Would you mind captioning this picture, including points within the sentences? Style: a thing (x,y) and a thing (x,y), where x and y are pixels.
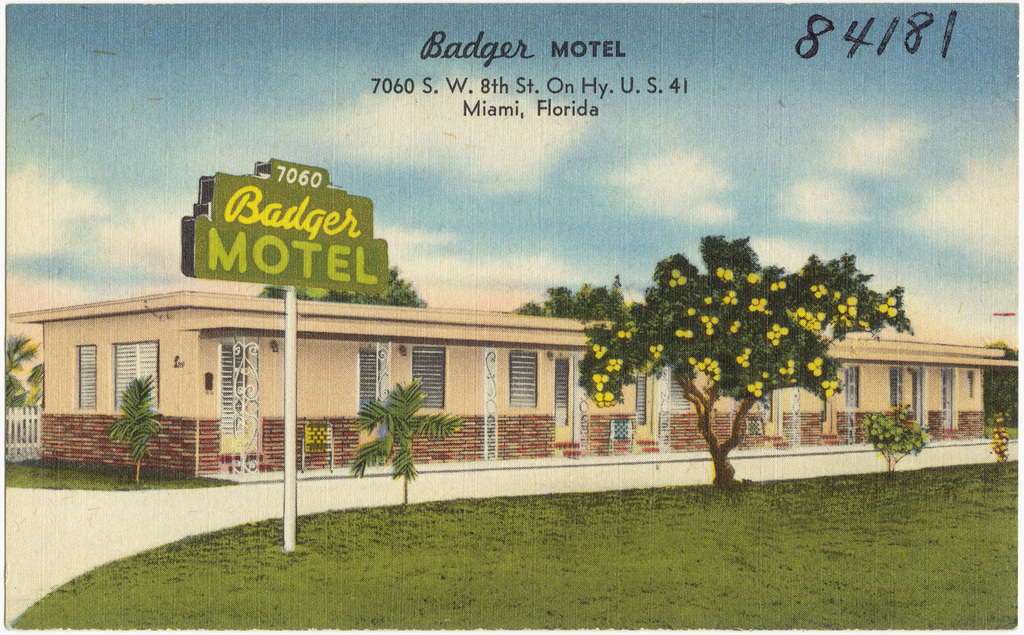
This image consists of a painting (459,579). At the bottom (526,568) I can see the grass (526,568) and there is a road (139,517). On the both sides of the road (181,512) there are some trees (687,390). In the background (498,370), I can see a building (465,372). On the left side (287,337), I can see a pole (290,318) to which a board (235,235) is attached. At the top (196,95) I can see the sky (196,95). At the top of this image (569,81) I can see some text (529,79).
